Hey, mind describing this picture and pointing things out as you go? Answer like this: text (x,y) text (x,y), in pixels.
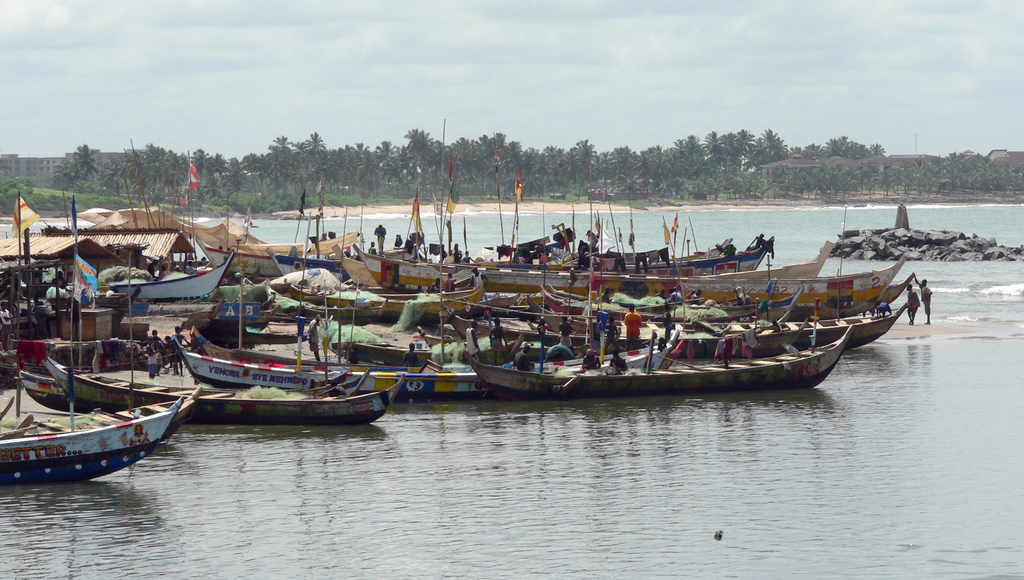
There are people (156,375) and we can see boats (175,279), sheds (63,255), flags (76,259), rocks (924,237) and poles (27,246). In the background (925,171) we can see trees (744,144), houses (797,155) and sky (516,92).
